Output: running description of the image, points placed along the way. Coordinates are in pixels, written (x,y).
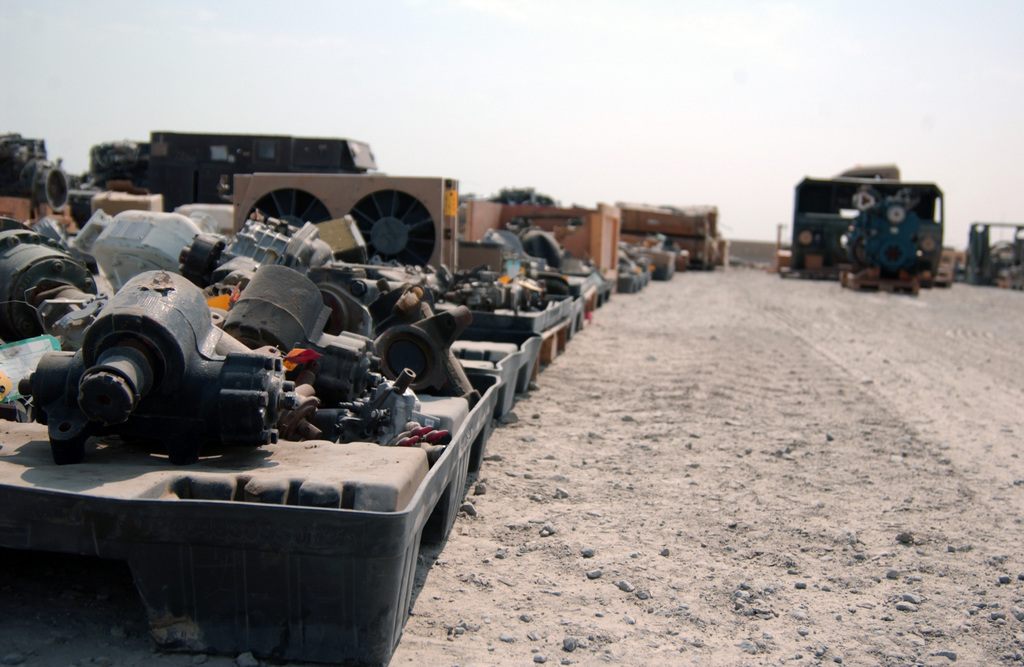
On the bottom left (302,543) we can see scrap materials (425,246). Here we can see engine part (4,246), fan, exhausting duct (539,234), plastic box (296,457) and other objects (518,221). On the bottom right (864,623) we can see sand (764,519). On the top (748,134) we can see sky (835,36) and clouds (632,77).
